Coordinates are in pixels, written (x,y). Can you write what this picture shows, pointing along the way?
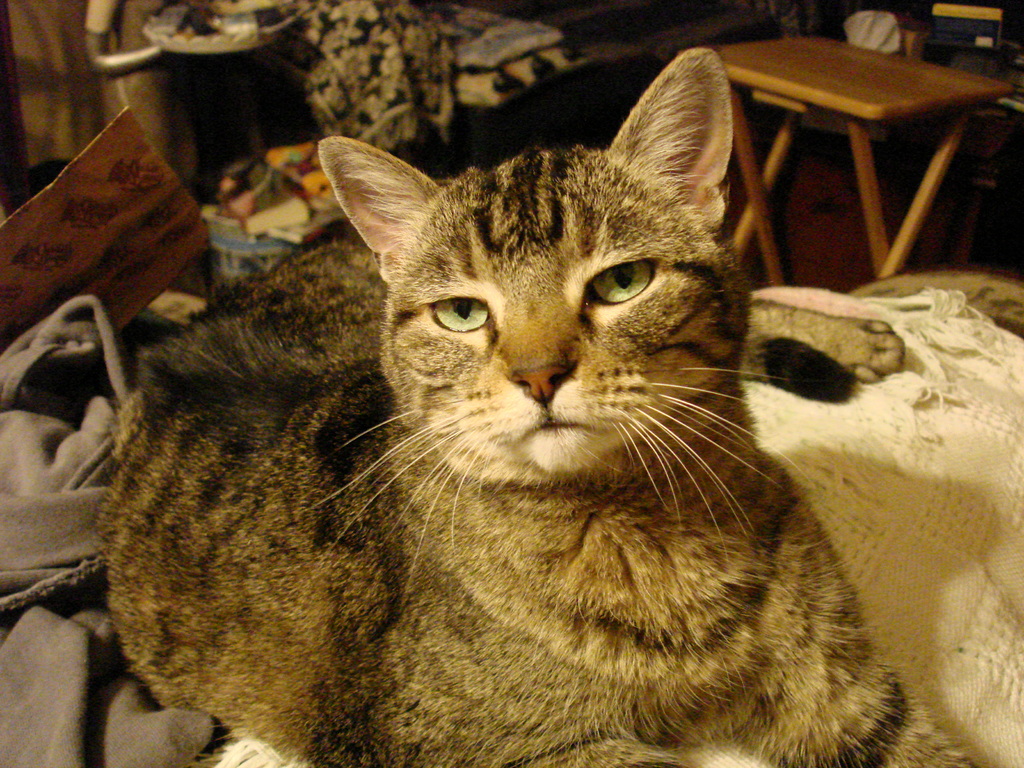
there is a cat (556,447), behind her there is a table (830,104).
